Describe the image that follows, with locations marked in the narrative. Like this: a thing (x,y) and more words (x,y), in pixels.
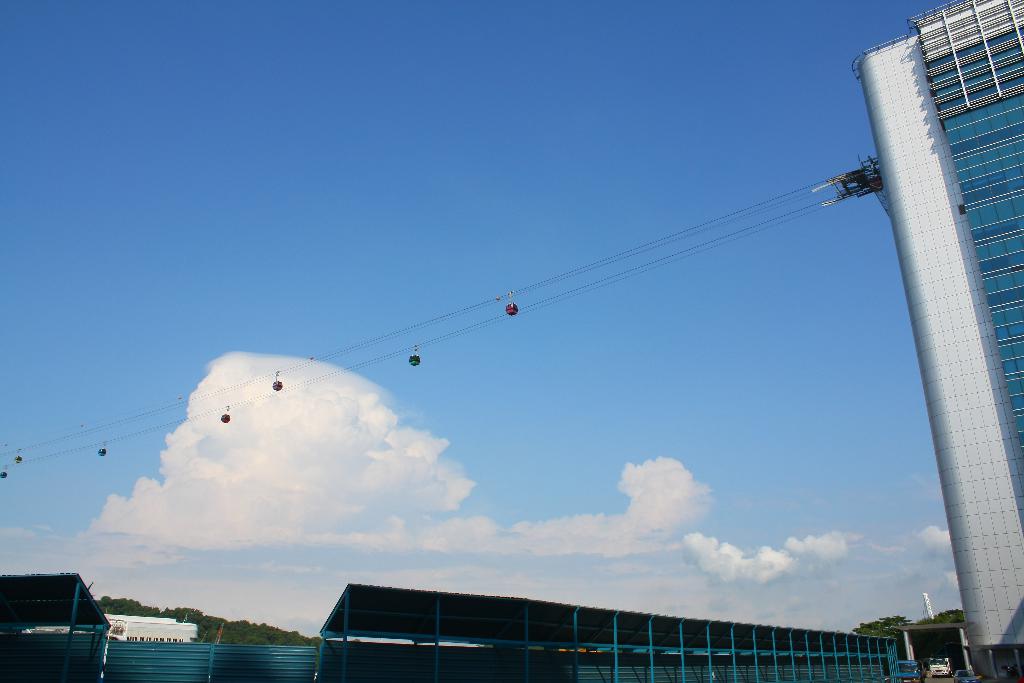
In this image in front (365,678) there are metal sheds (524,644). Behind the sheds (840,672) there is a building (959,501). On the right side of the image (938,670) there are vehicles (1012,665). There is a building (973,469). In the center of the image (617,274) there are ropes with rope cabins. In the background of the image (406,337) there are trees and sky (633,263).
